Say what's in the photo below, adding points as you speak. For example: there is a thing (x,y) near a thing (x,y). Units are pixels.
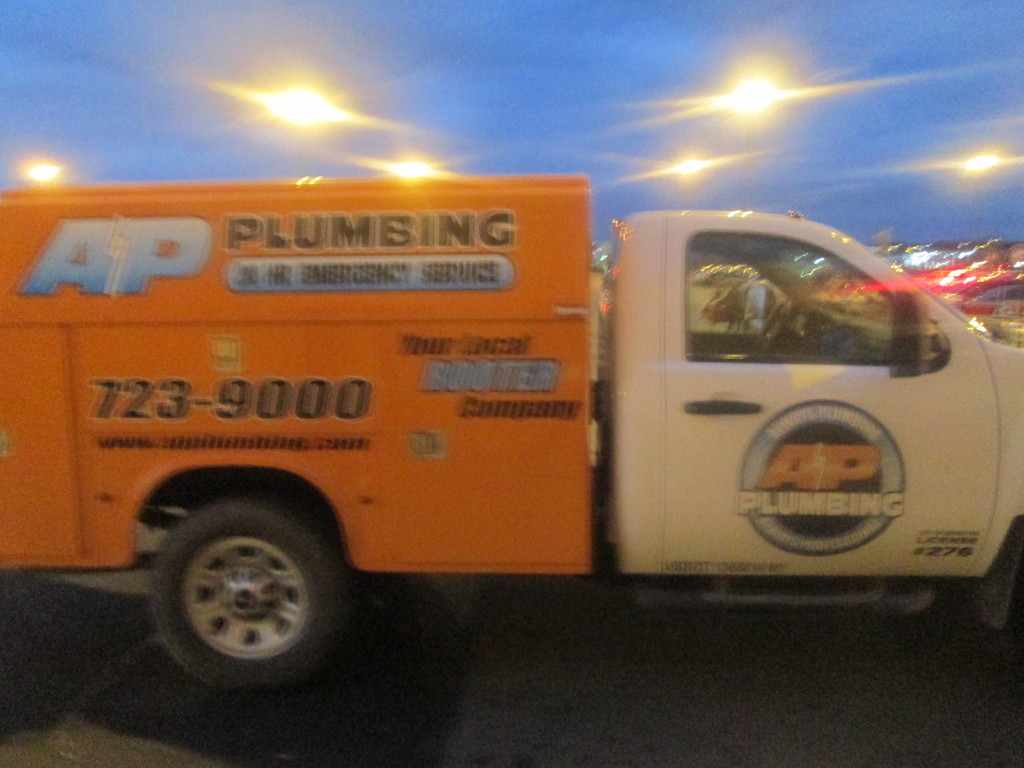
In this picture there is a van (562,277) in the center of the image (534,288) and there are lights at the top side of the image (684,173).
